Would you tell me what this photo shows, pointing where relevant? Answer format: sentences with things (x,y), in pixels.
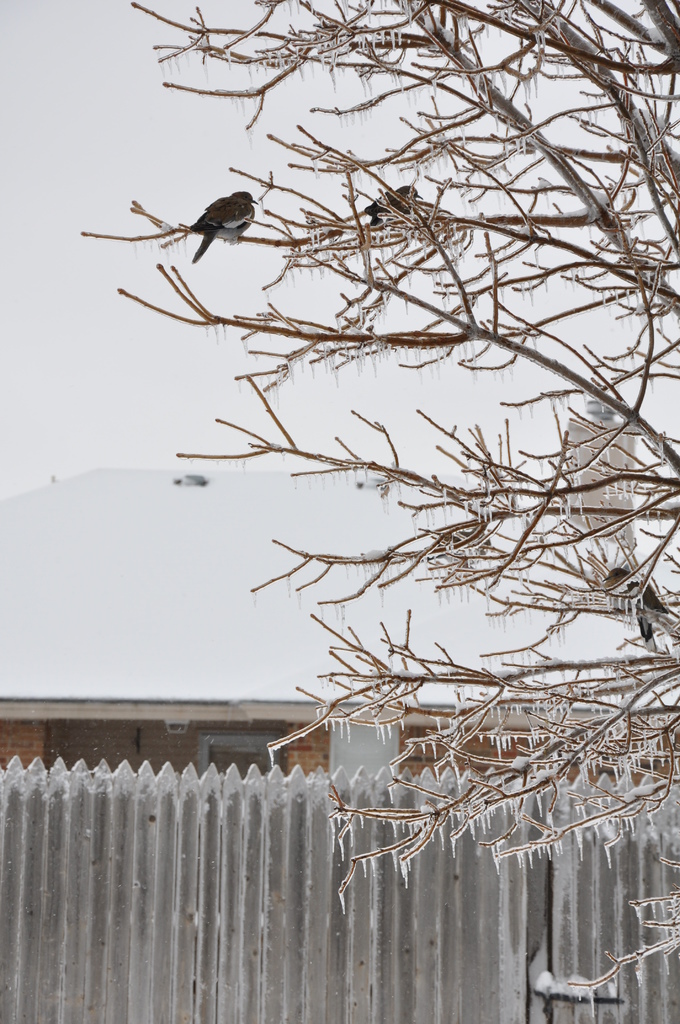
In this image there are birds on a trees (539,363), in the background (511,827) there is a fencing (108,970), shed (169,743).
